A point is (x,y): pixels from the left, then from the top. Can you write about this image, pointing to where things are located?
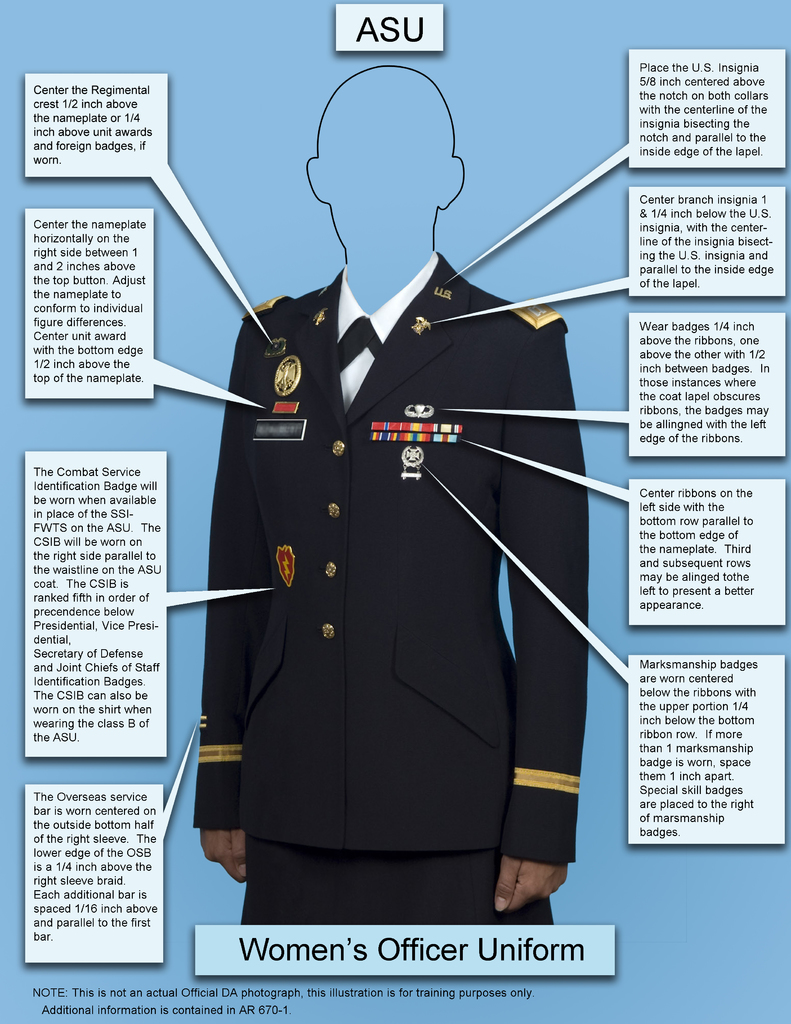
This is a poster (269,388) with comments (133,288). Also we can see a uniform (365,475) with badges (276,434).
